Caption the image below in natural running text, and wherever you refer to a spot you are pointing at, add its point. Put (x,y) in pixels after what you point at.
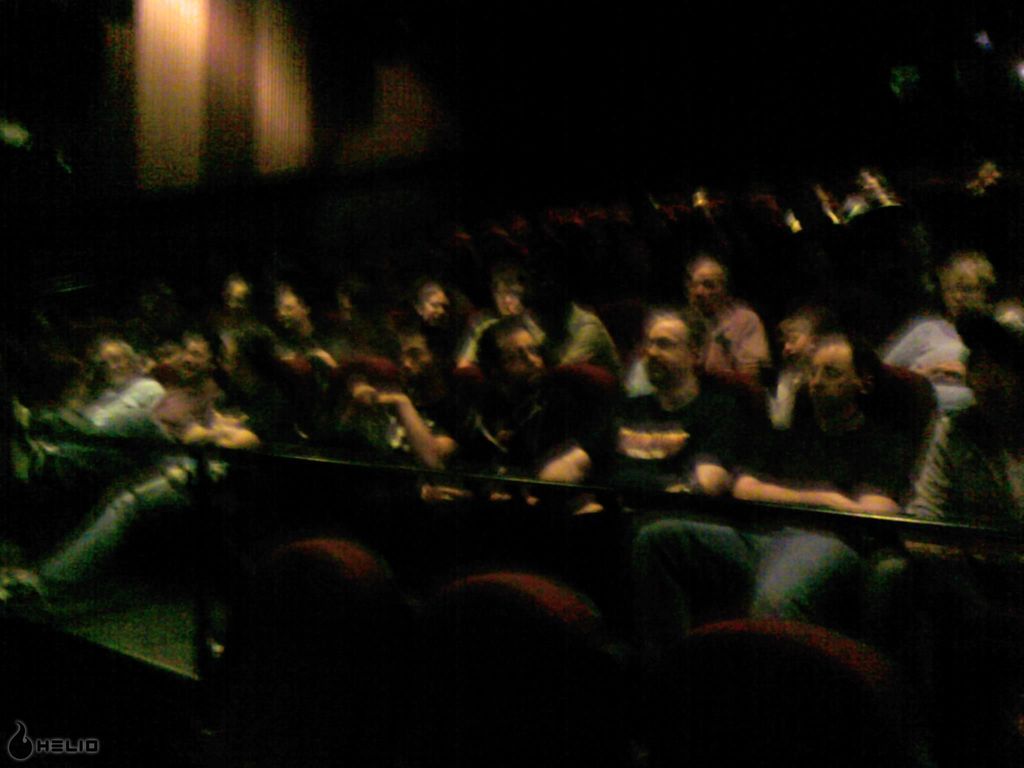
In this image there are a few people (447,427) sitting on their chairs (356,360), in front of them there is a railing (551,495). The background (692,104) is dark.
